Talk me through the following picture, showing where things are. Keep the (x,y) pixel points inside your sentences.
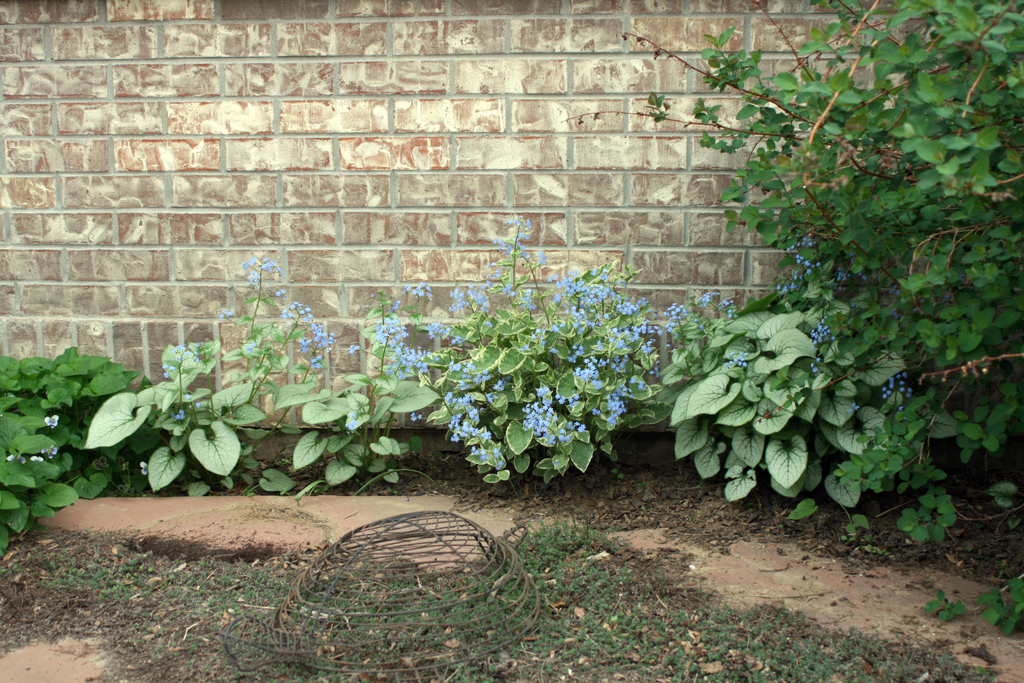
In this picture I can see there is grass (448,600), there are plants (513,407) in the backdrop (536,427), there are blue color flowers (406,360) to the plants (215,394) and there is a brick wall (329,366) in the backdrop (158,194).
